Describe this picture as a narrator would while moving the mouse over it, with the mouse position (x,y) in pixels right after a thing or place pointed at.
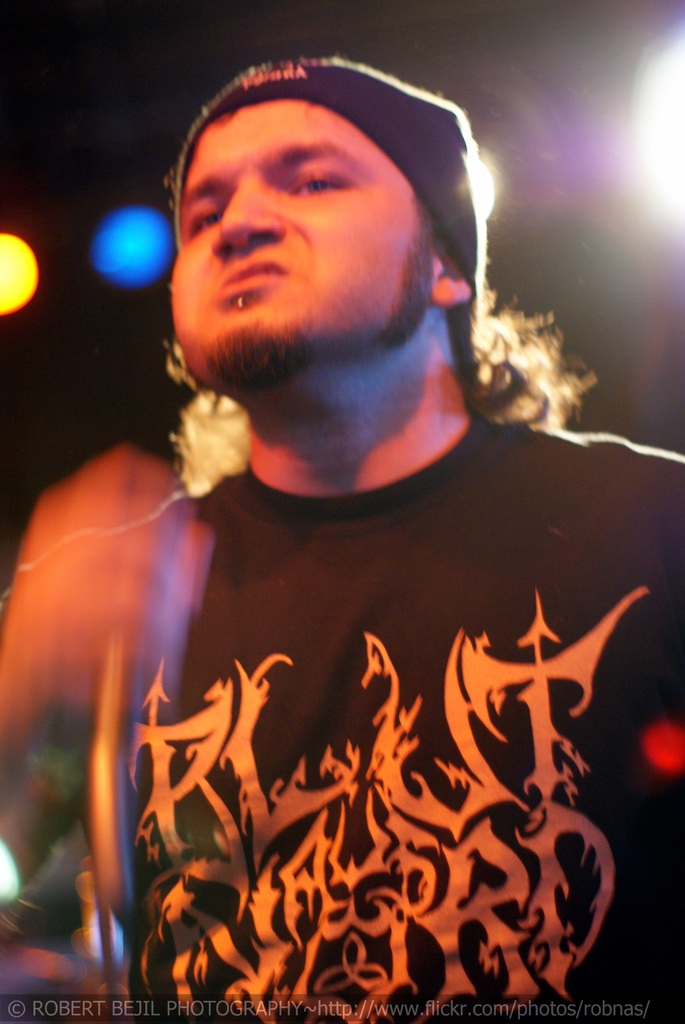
In the image there is a man (289,406), he is wearing a band (474,284) around his head (497,346) and the background of the man (477,255) is dark.
